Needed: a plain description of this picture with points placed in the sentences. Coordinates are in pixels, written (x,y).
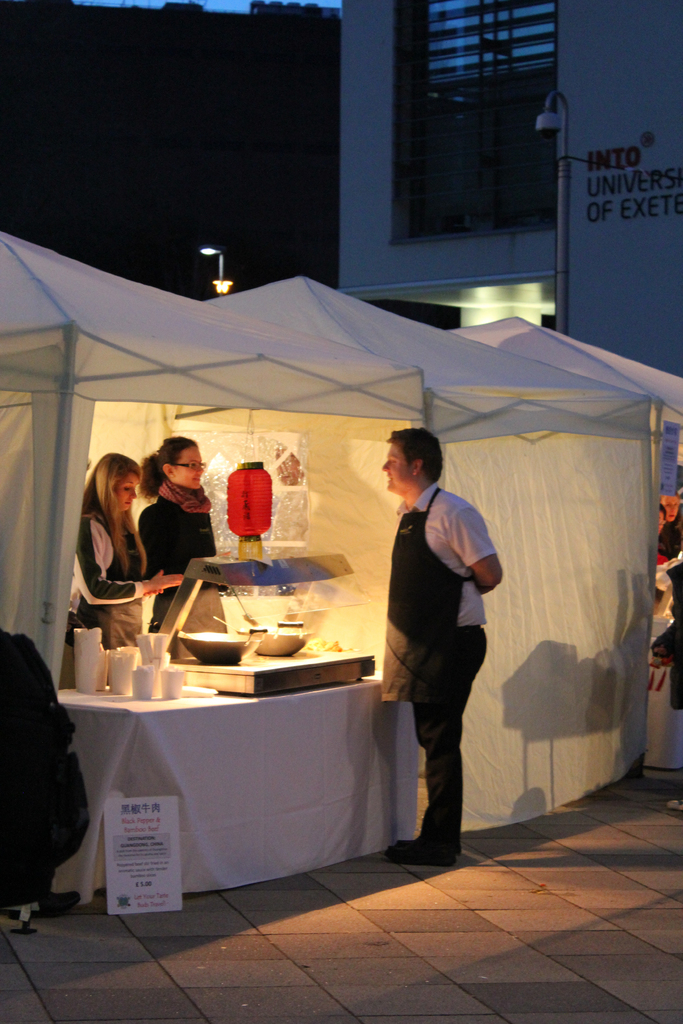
In this picture we can see group of people (186,500) two women (123,560) are standing in the tent (222,532) in front of a machine (234,563), in the background (352,287) we can see couple of lights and a building (496,165).
